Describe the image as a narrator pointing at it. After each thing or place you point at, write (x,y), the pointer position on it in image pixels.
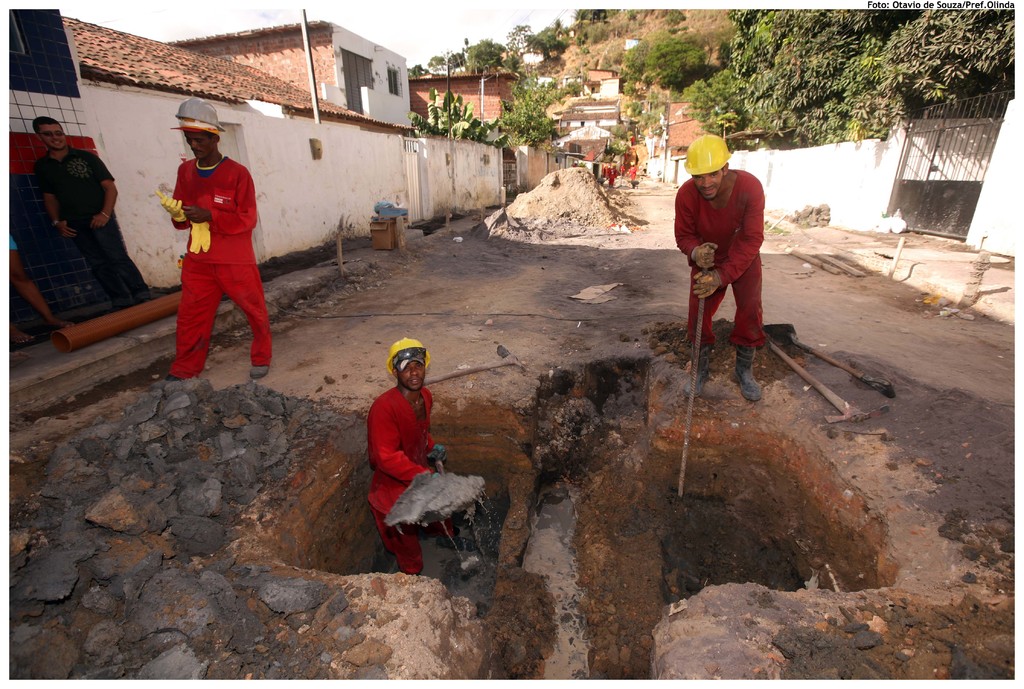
In this image, we can see people (103,196) wearing clothes (109,246). There is a person (700,202) in the middle of the image (422,403) holding a tool (699,334) with his hands (708,288). There are roof houses (268,98) and trees (825,64) at the top of the image (635,90). There is a pipe (84,334) on the left side of the image (98,329). There is a gate (974,116) in the top right of the image (910,194). There are digging tools (808,379) on the right side of the image (851,369).
